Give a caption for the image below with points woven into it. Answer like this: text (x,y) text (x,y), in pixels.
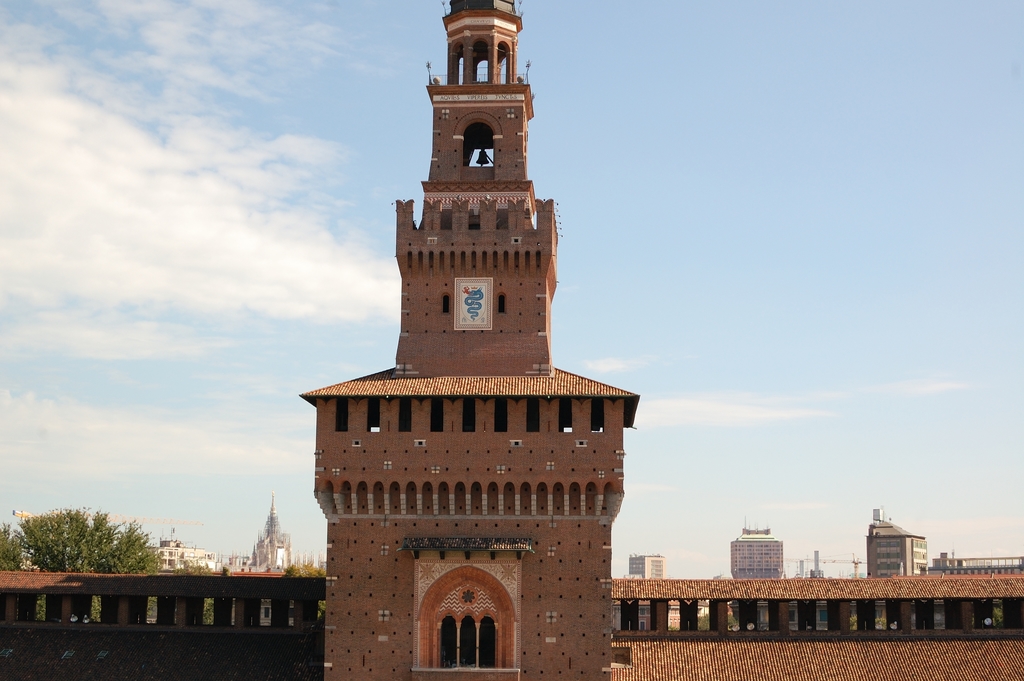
In the foreground of the picture (474,568) there is a building (393,576). In the center (473,281) it is looking like a steeple (468,537). On the left (92,558) there are buildings (279,569) and trees (61,568). On the right (871,559) there are buildings (748,550). In the background (168,179) and top it is sky (688,149).
